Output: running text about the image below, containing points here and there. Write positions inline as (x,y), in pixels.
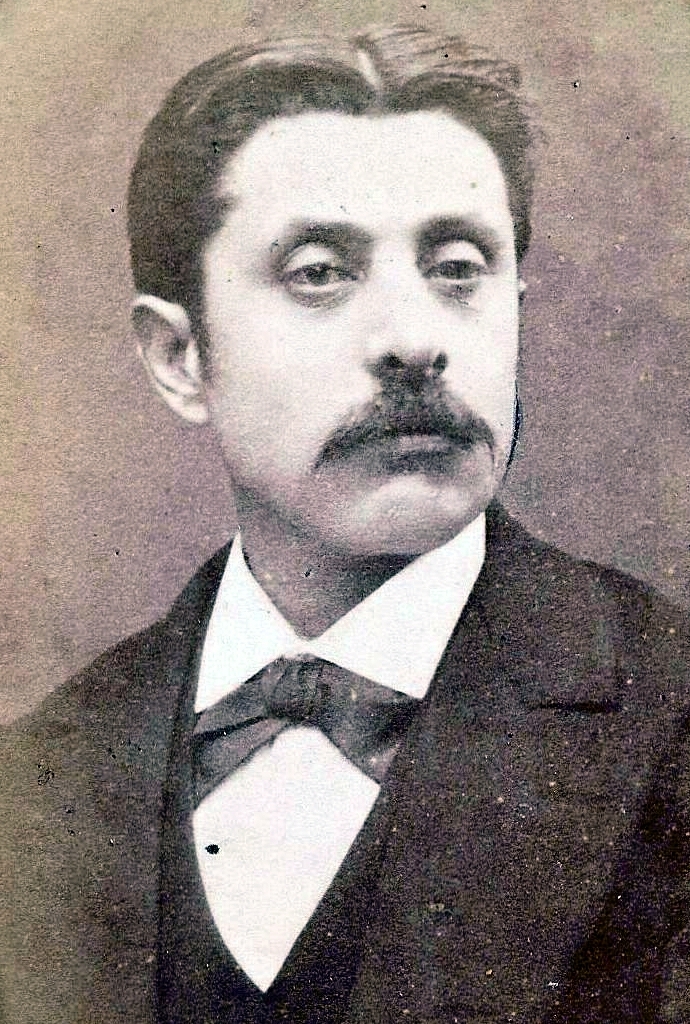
In this image we can see a man (223,552) and the man (259,692) is wearing a suit (129,810).
